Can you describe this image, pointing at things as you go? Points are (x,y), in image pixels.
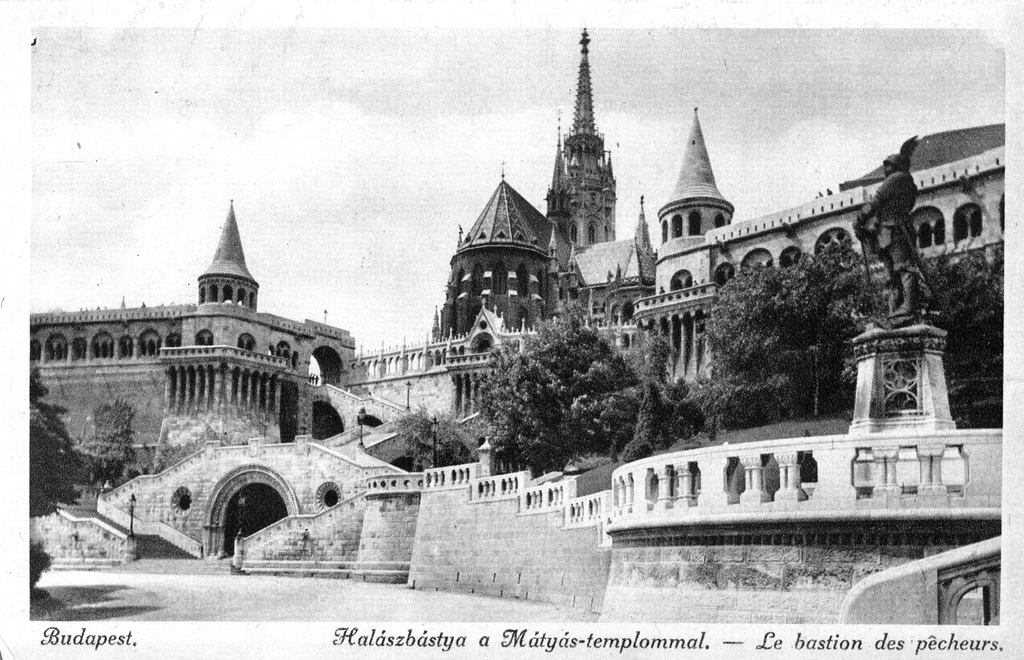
In this image we can see castles (268,379), arch (217,505), trees (485,422), sculpture (885,314) and we can also see some text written at the bottom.
